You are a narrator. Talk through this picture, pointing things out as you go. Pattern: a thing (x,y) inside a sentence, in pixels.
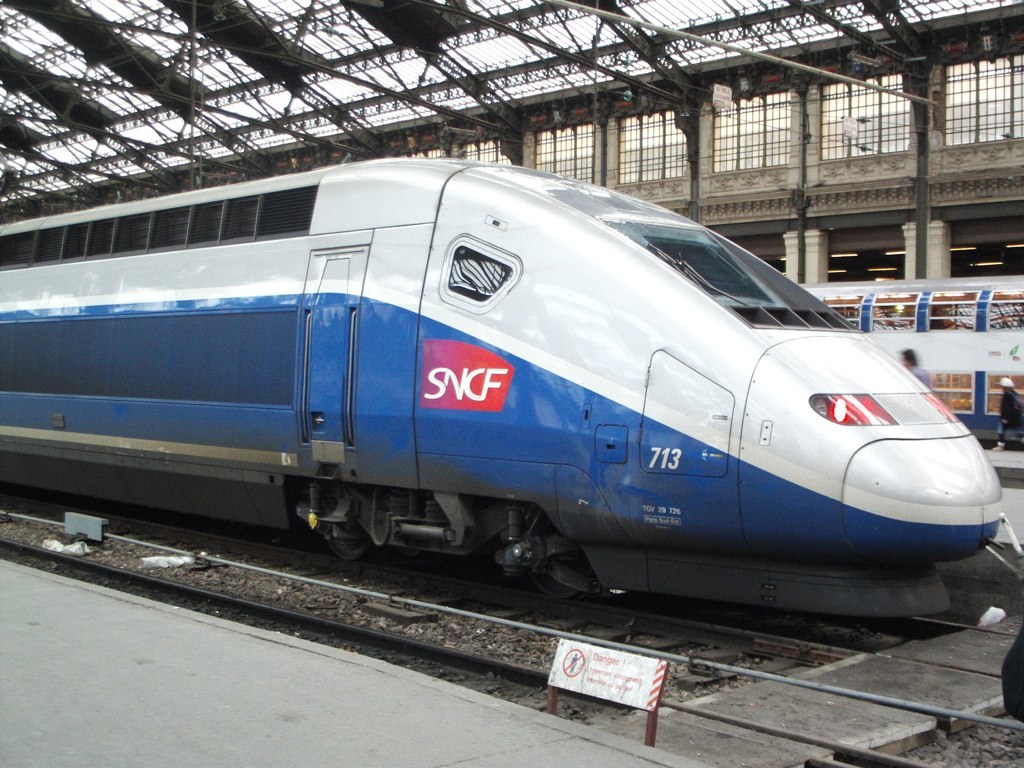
In this picture there is a train (412,506) on the railway track (549,635), beside that we can see the platforms (91,642). On the right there is a man (1006,432) who is wearing black dress (1009,410). He is standing near to the other train (1011,368), beside him i can see another man (925,369) who is standing on the platform (1018,459). At the bottom (565,667) there is a sign board (556,681). At the top (383,53) i can see the shed (530,82).
